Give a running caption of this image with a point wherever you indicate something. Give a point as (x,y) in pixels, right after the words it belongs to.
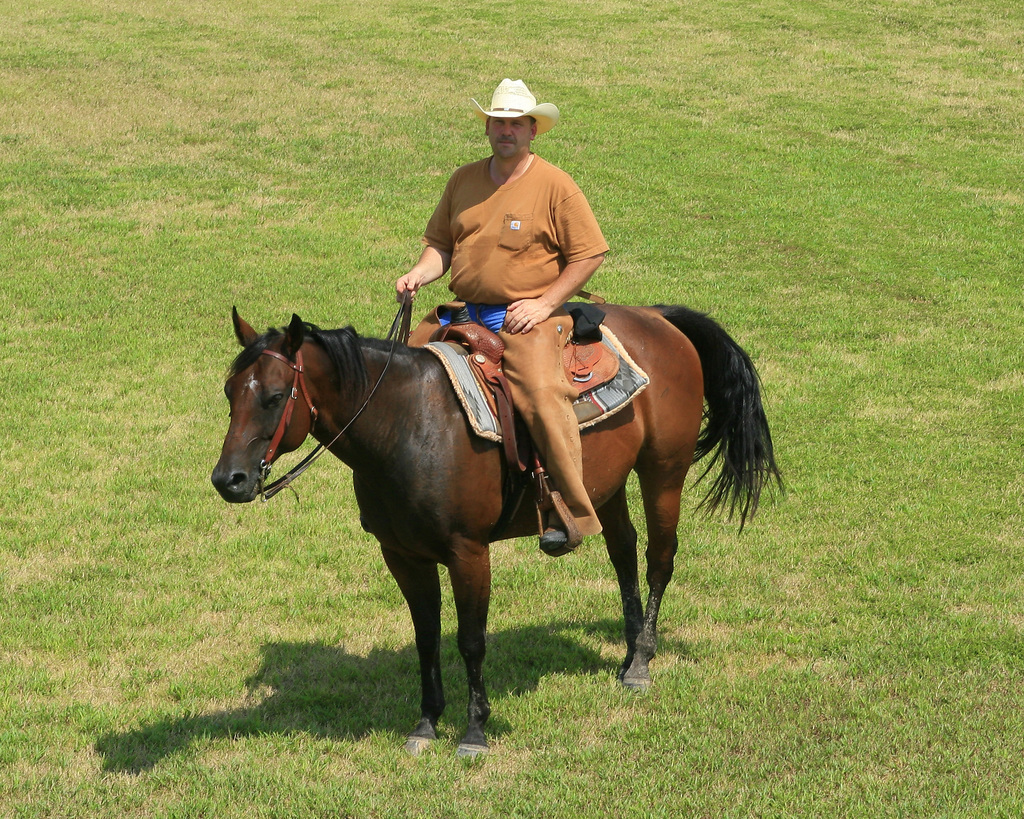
This person (500,323) is sitting on a horse (643,424). Grass (775,362) is in green color. This person (534,189) wore hat (507,103).
